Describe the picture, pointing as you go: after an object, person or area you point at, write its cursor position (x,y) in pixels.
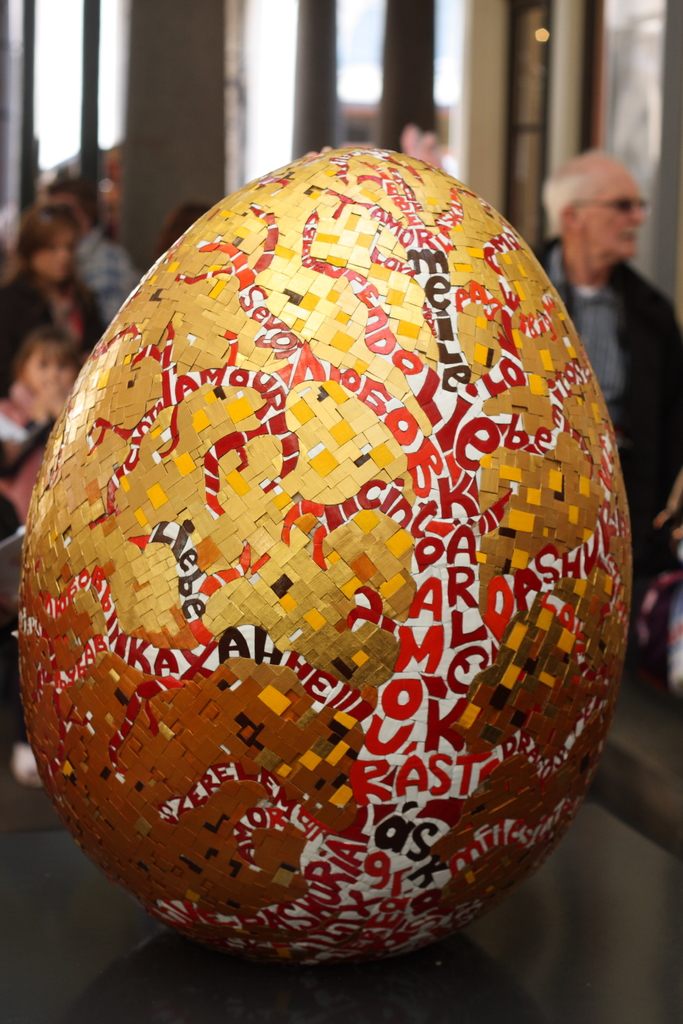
In this image we can see an object (267,535) in the shape of an oval. On the object (425,617) we can see some text (395,500). Behind the object (270,365) there are few persons (61,186). The background of the image (9,48) is blurred.
